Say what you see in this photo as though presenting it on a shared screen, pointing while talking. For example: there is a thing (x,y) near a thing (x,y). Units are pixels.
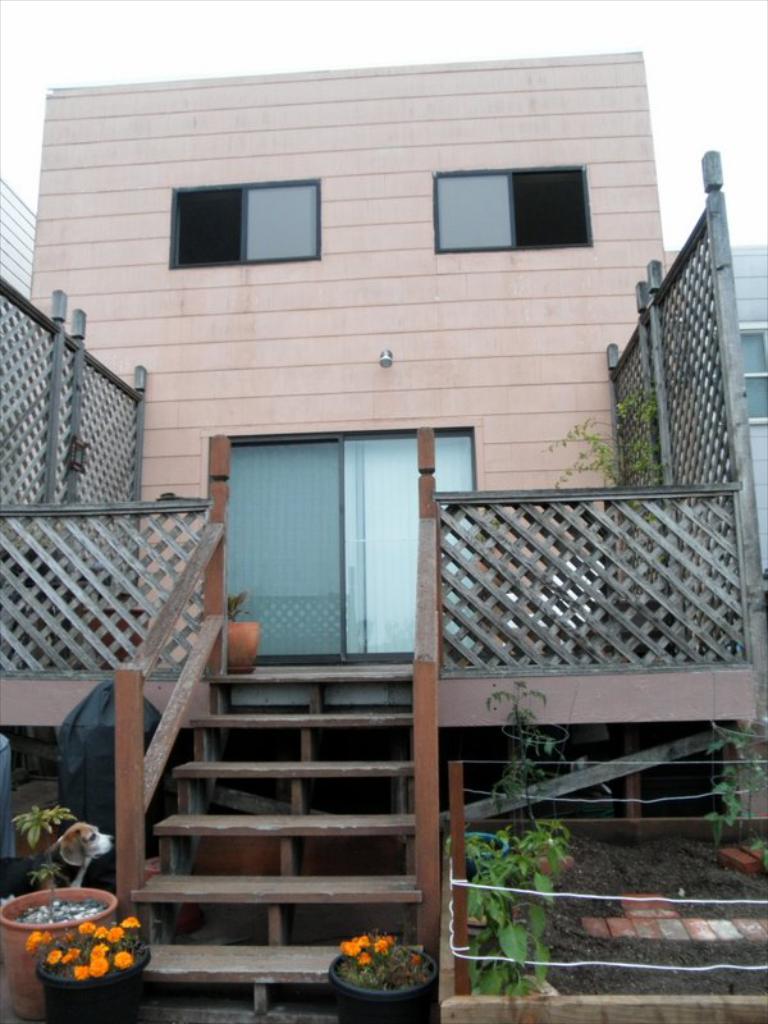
In this picture we can see a house (286,294) and a staircase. Behind the building (338,91), there is the sky (505,42). In front of the building (288,530) there are plants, pots (47,913) and a dog (12,872). On the left (0,236) and right side of the image (755,402), those are looking like buildings (745,357).
